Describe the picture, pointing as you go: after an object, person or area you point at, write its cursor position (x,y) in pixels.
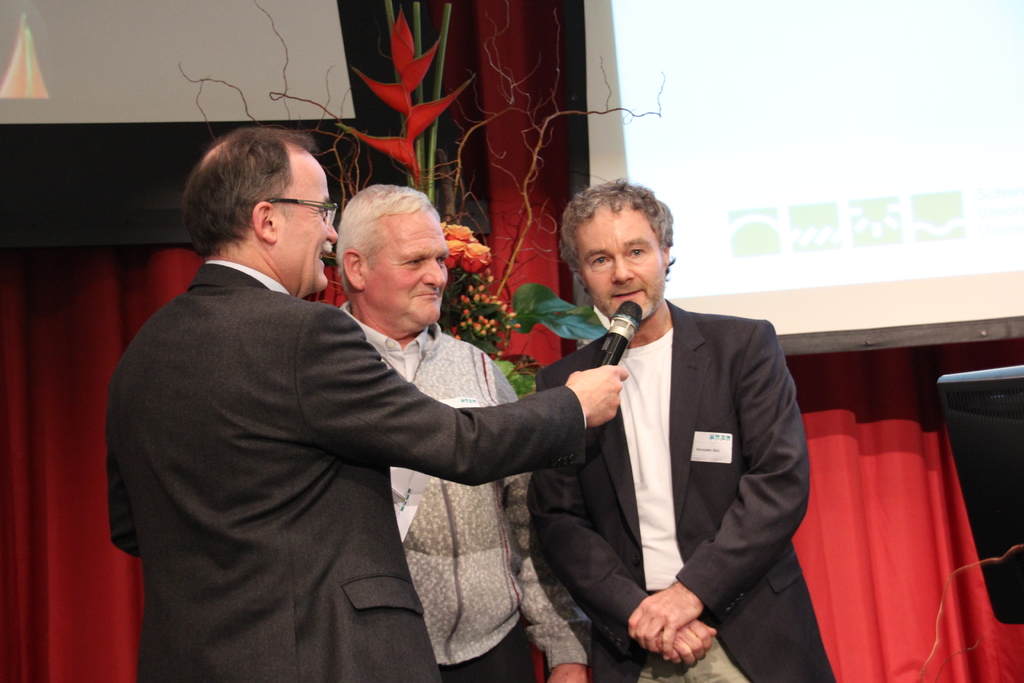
In this picture we can see three people (267,360) and one person (288,512) is holding a mic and in the background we can see a plant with flowers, projector screen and a curtain (920,490).
